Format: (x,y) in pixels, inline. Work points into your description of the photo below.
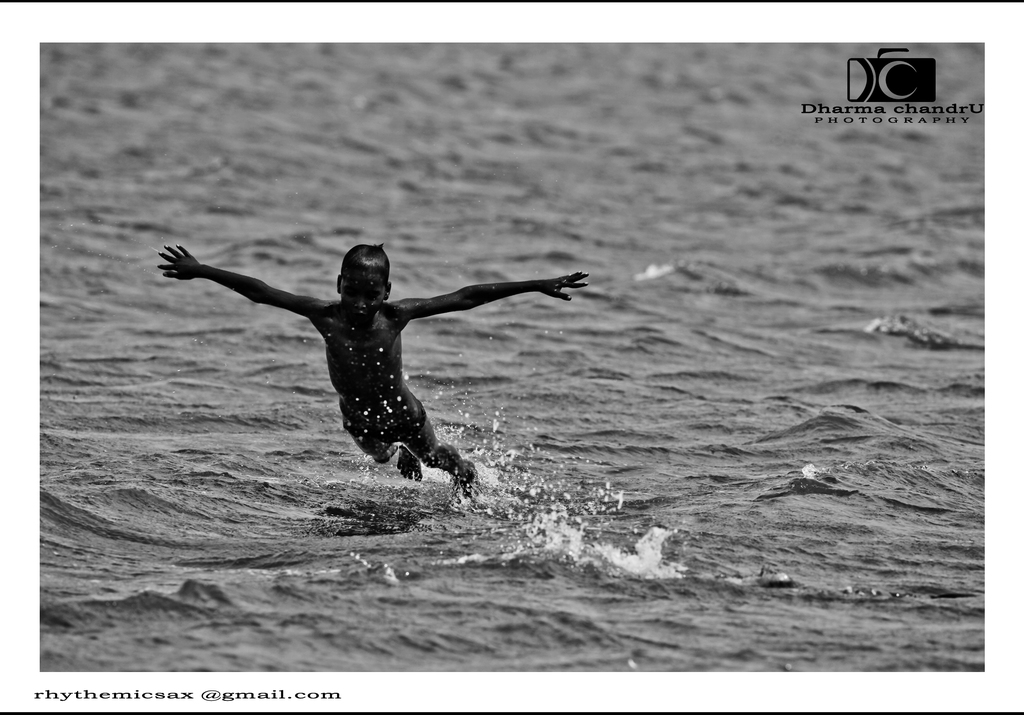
In this black and white image there is a river (516,515), above the river (541,525) there is a person (379,361) in the air. At the top right side of the image (852,95) there is a logo (874,103) and some text (882,113). At the bottom left side of the image (170,696) there is some text (245,689).
